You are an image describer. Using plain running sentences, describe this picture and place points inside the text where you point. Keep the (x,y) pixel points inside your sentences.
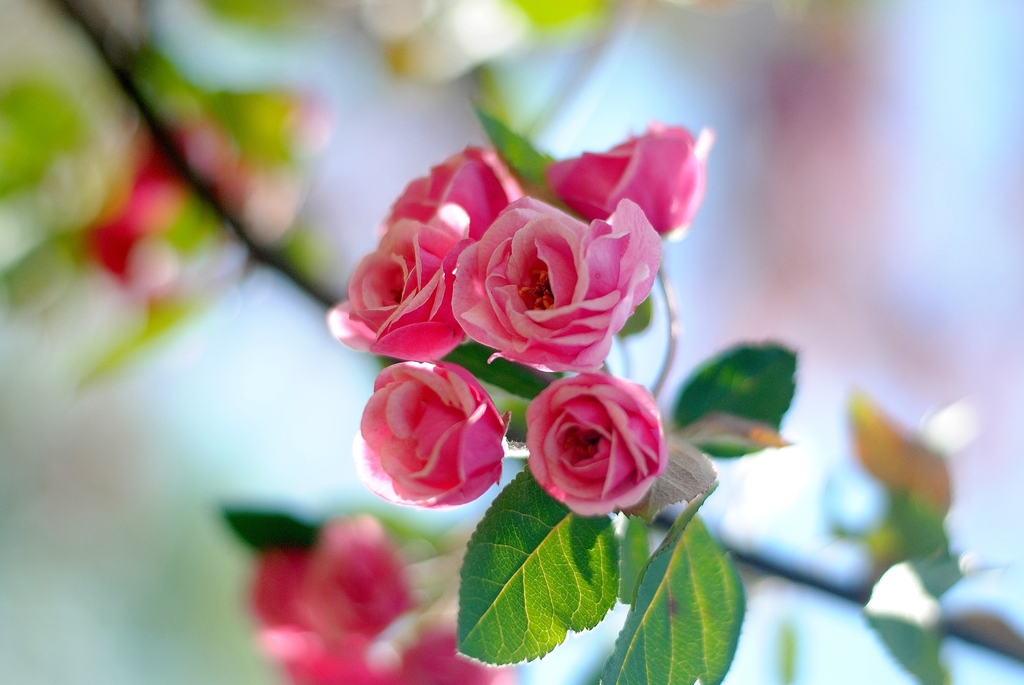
In this image in the foreground (518,224) there are rose flowers (535,320) and there are some leaves (673,474), and there is a blurry background (824,510).
